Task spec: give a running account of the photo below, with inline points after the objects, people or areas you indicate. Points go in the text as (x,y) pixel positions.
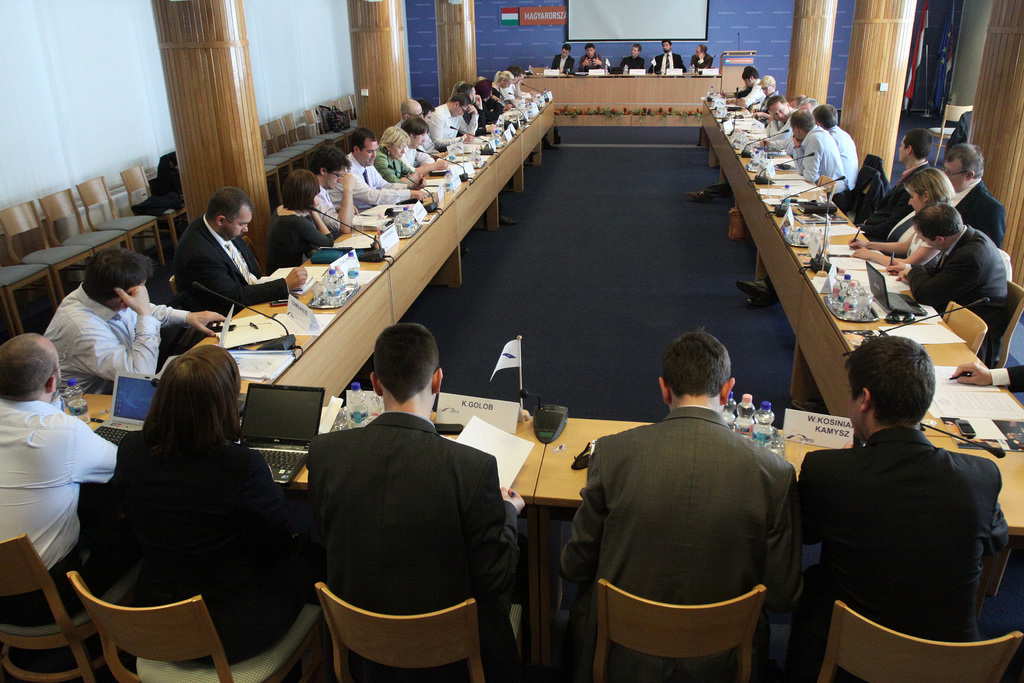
In this picture we can see a group of people (436,556) sitting on chairs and in front of them there is table (320,357) and on table (555,459) we can see name board (450,402), flag (503,356), device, laptop (273,414), papers (248,377) and in background (450,19) we can see screen (646,21), pillar (439,28), wall (745,24), podium (739,74) mic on it.
